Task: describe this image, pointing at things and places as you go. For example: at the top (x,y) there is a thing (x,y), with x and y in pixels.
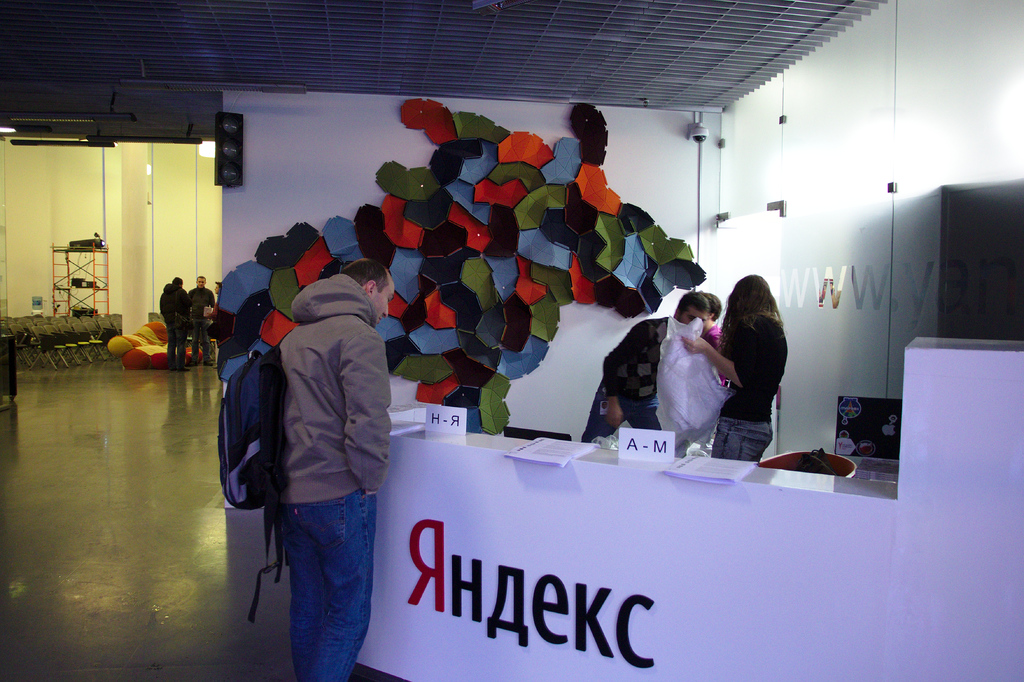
This picture is inside view of a room (63,225). In the center of the image (448,452) we can bench (600,524). On the bench (553,480) we can see books (545,450), boards (659,446) are there. In the center of the image (632,422) we can see glass wall (827,297) and some persons (697,310), decor (410,284), cc camera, lights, a man (365,330) is standing and wearing a bag (280,478). On the left side of the image (82,323) we can see chairs (97,322), some persons (177,330), stand (90,271), objects (86,283) are there. At the top of the image (219,36) roof (233,40) is there. At the bottom of the image (246,650) floor (240,651) is there.
